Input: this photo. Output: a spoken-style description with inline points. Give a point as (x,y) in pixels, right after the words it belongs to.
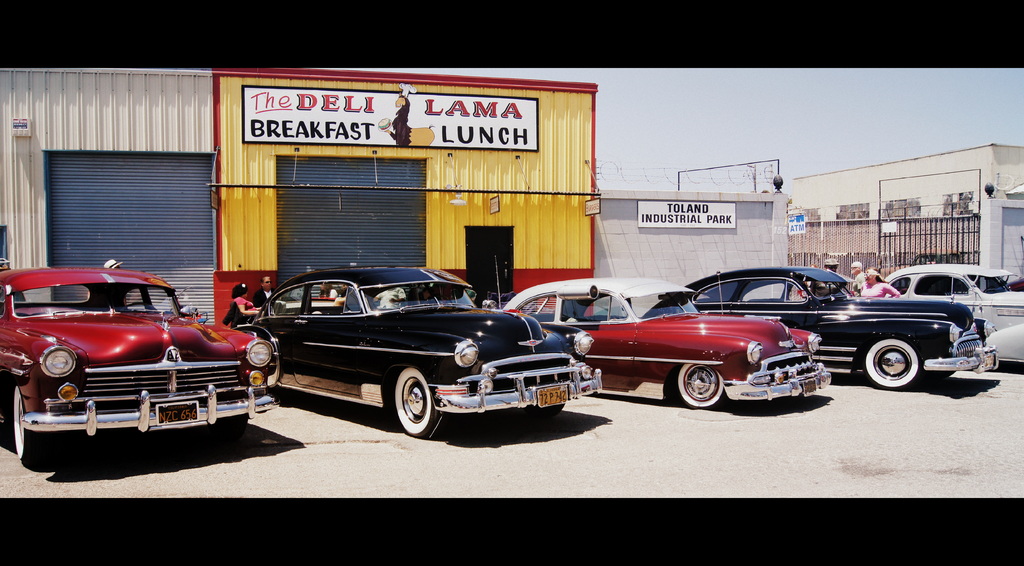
In this image we can see the building (585,240), two shops (532,240) with shutters (425,237), one rod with objects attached to the yellow color shop (366,120), two fences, one white board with text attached to the wall (606,197), two boards (798,219) near the gate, one object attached to the wall (39,125) on the left side of the image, one gate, some people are standing, five cars (720,368) on the road (285,440), one object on the road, some objects (963,201) attached to the building (227,301), one woman (246,310) holding one object (224,323) in front of the yellow shop (334,216), at the top (887,68) there is the sky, some text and image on the yellow shop (466,192).
